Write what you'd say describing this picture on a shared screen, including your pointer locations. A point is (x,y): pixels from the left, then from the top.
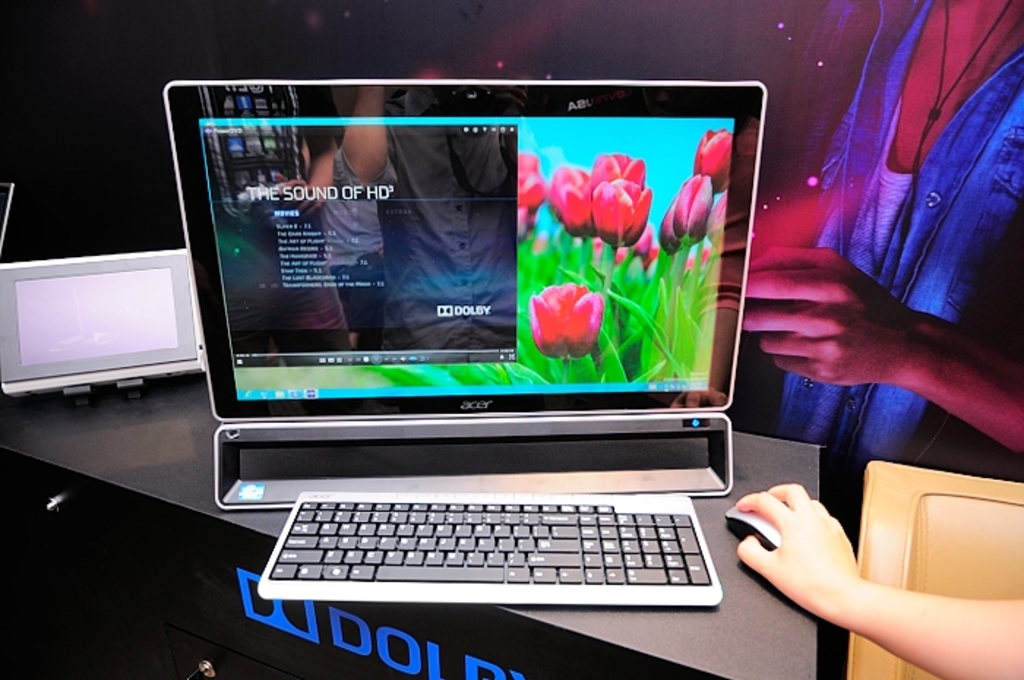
In this image we can see a monitor (379,303), keyboard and a mouse (766,539) on the table (762,599), there is the hand (819,581) of the person (814,566) on the mouse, there is a board (851,502) with an image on it, also we can see the reflection (389,204) of a person (333,219) on the monitor screen (430,271), there are flowers (568,296) on the wallpaper (624,249) of the monitor (597,241), there are text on the table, also we can see an electronic gadget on the table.
